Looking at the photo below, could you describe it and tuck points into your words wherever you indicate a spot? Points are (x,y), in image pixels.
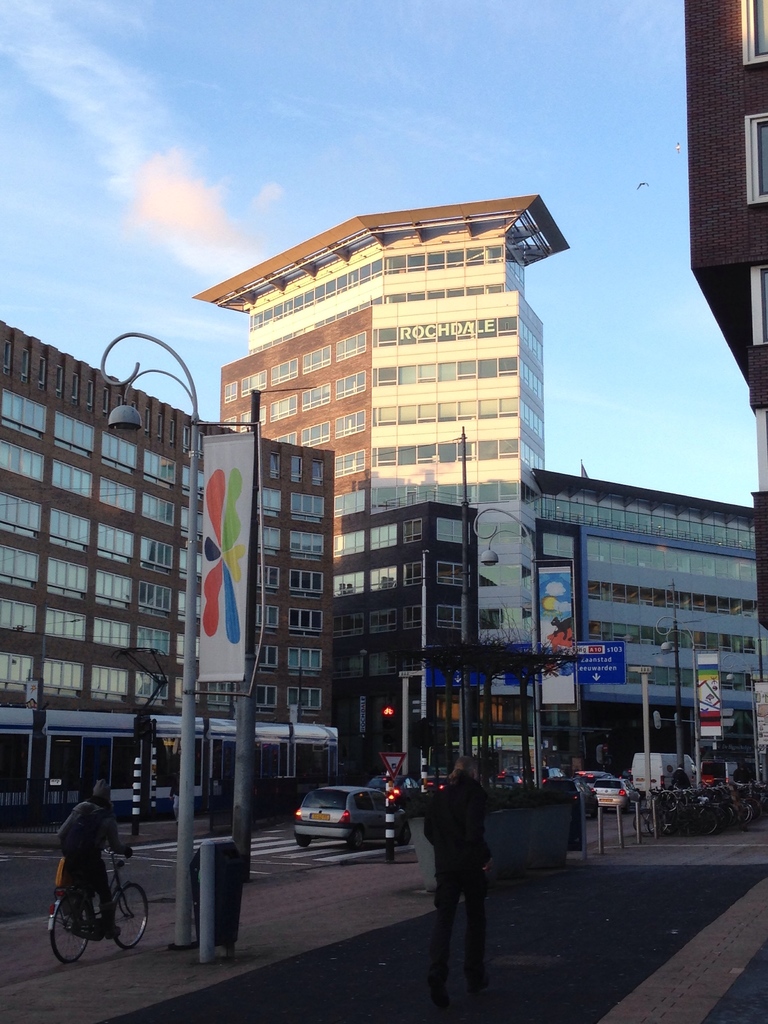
In this image I can see some poles (240,821), cars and people (441,915) on the road (622,963), beside them there are some buildings (759,600).
